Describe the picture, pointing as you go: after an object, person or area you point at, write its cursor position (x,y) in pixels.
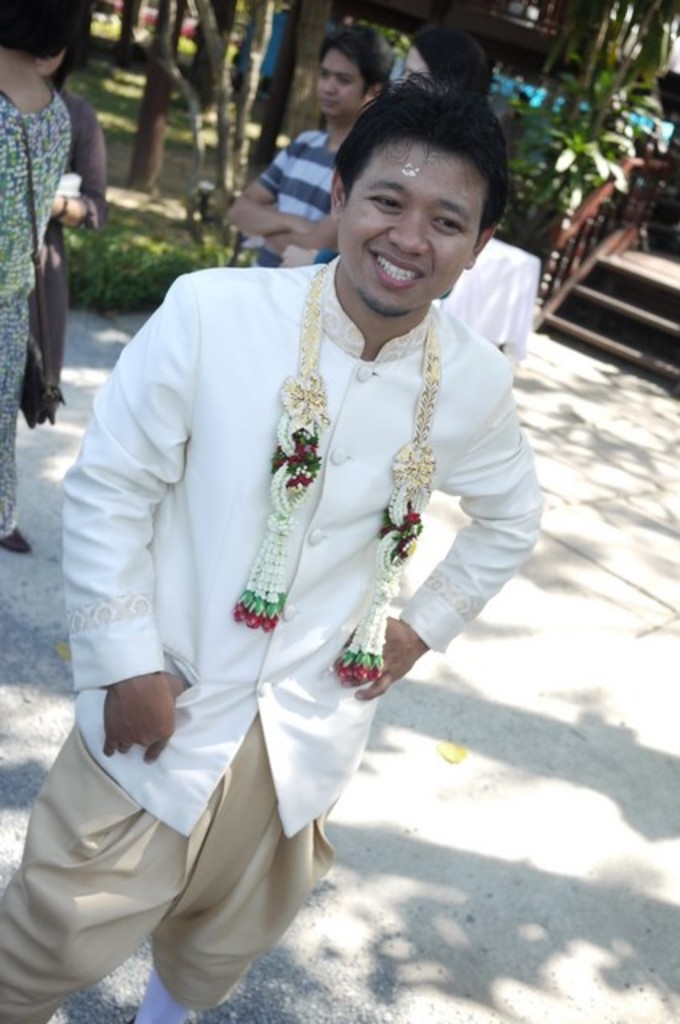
In this image, we can see persons (180,423) wearing clothes (190,273). There is a staircase (559,309) in the top right of the image (635,259). There are stems (218,29) at the top of the image (259,24).
